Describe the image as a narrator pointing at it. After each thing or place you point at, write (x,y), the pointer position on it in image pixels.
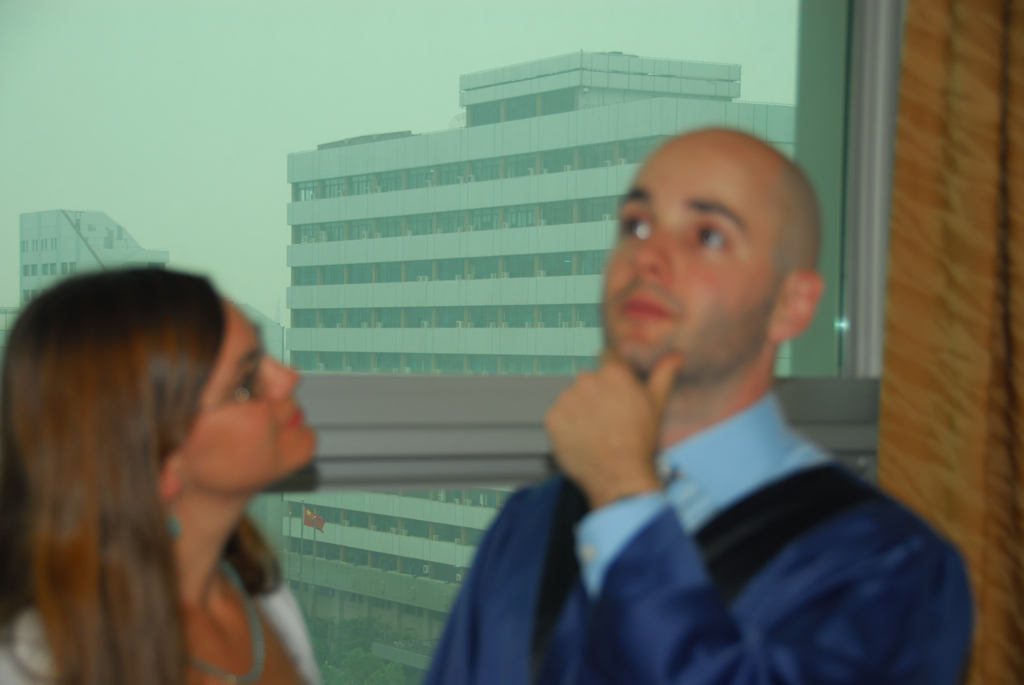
In this image there is a man (719,348) standing towards the bottom of the image (753,562), there is a woman (222,449) standing towards the bottom of the image (236,479), there is a glass window (391,366), there is a curtain (958,193) towards the right of the image (975,223), there are buildings (353,296), there is a flag (317,517), there is a pole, there are trees (348,650) towards the bottom of the image (353,663), there is the sky (280,81) towards the top of the image (361,49).
